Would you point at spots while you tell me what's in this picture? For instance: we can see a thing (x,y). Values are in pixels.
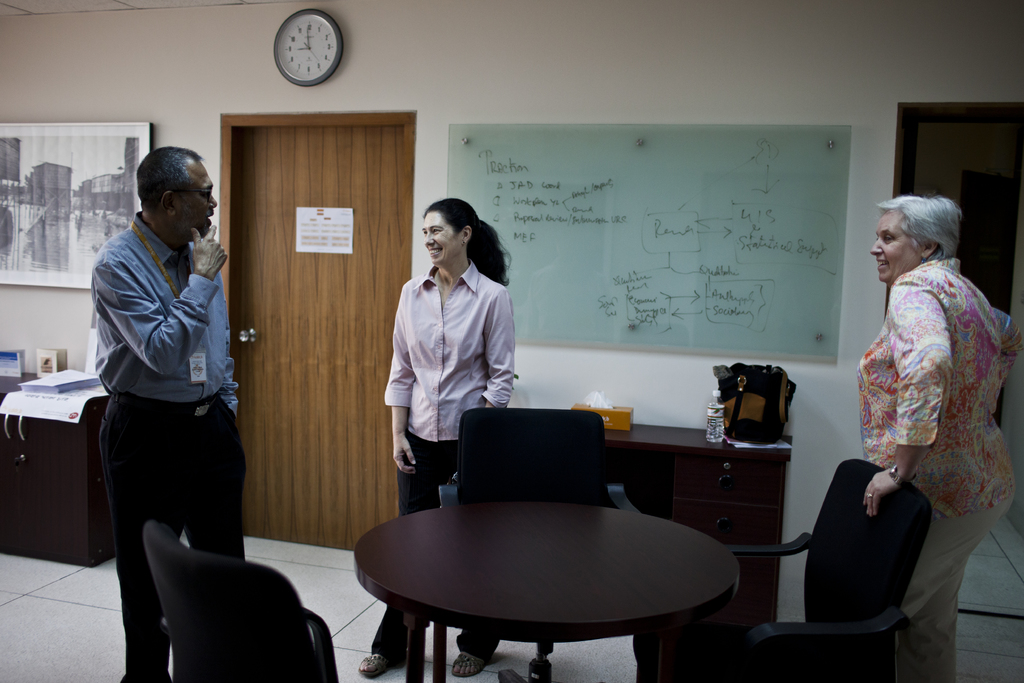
The images is inside a room (754,440) there are total three people (455,392) Standing and talking to each other, there is a table (512,531) and chairs (546,673) in front of the table (657,597), behind it there is another table (692,428) on which a bag (740,422) and bottle (723,412) are kept, behind that there is a wall (655,394) and to the wall (657,381) there is a board (494,133) and something is written on the board (459,189), to the left side (305,160) there is a door (324,142), to the wall (257,47) there is a clock (302,18), to its left there is a photo poster (86,174) to the wall (258,61).
